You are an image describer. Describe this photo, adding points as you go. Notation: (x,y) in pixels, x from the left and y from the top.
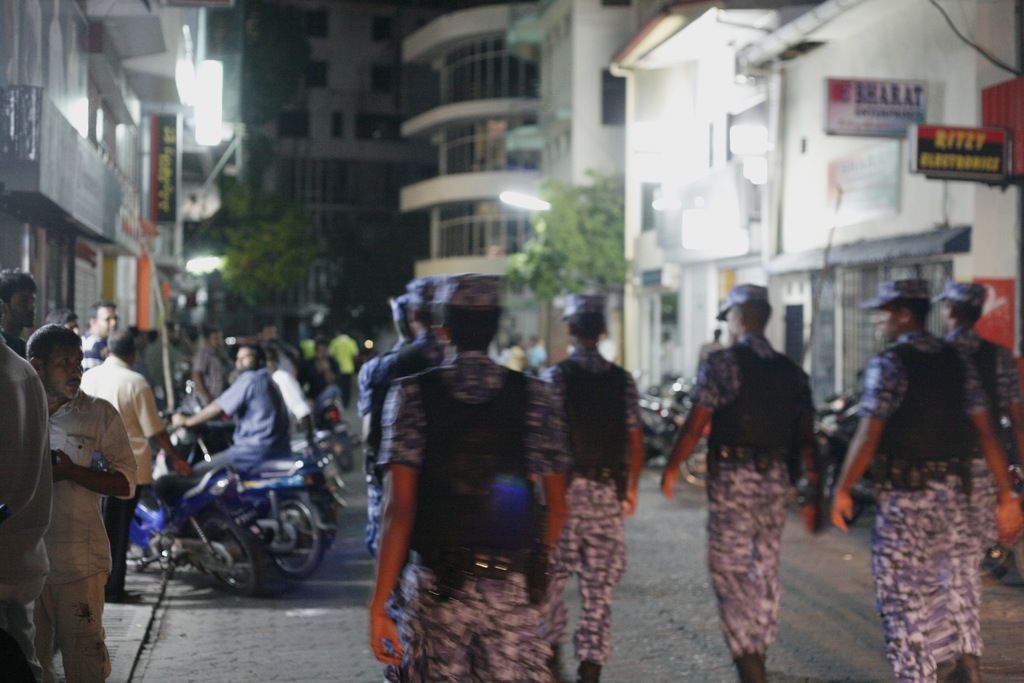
In this picture there are group of people (924,657) walking in the road (879,679) and in background (1004,255) there is name board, building (572,154), tree (602,215), light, bike (269,515), group of people (301,410).
